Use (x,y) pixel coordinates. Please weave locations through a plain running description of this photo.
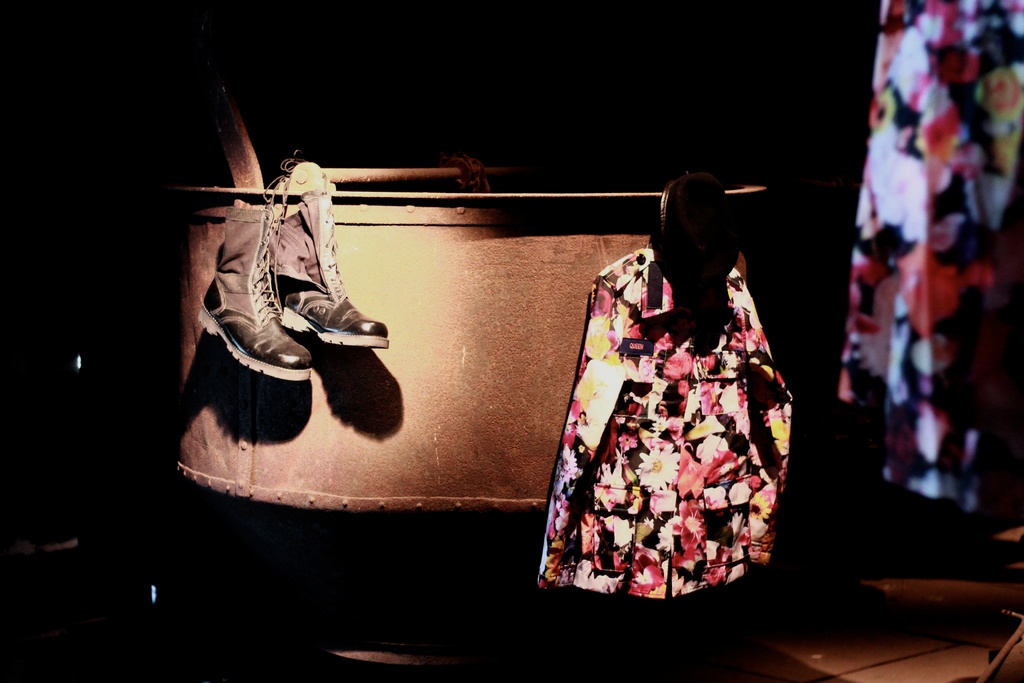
This picture is taken in a dark room (496,127). In the center (474,373), there is a metal structure (524,272). On the metal structures (384,284), there are boots (355,317) and a shirt (602,294) with a flower pattern (731,398) are hanged to it. Towards the top right (945,137), there is a cloth (882,196) with flower pattern (897,192).
